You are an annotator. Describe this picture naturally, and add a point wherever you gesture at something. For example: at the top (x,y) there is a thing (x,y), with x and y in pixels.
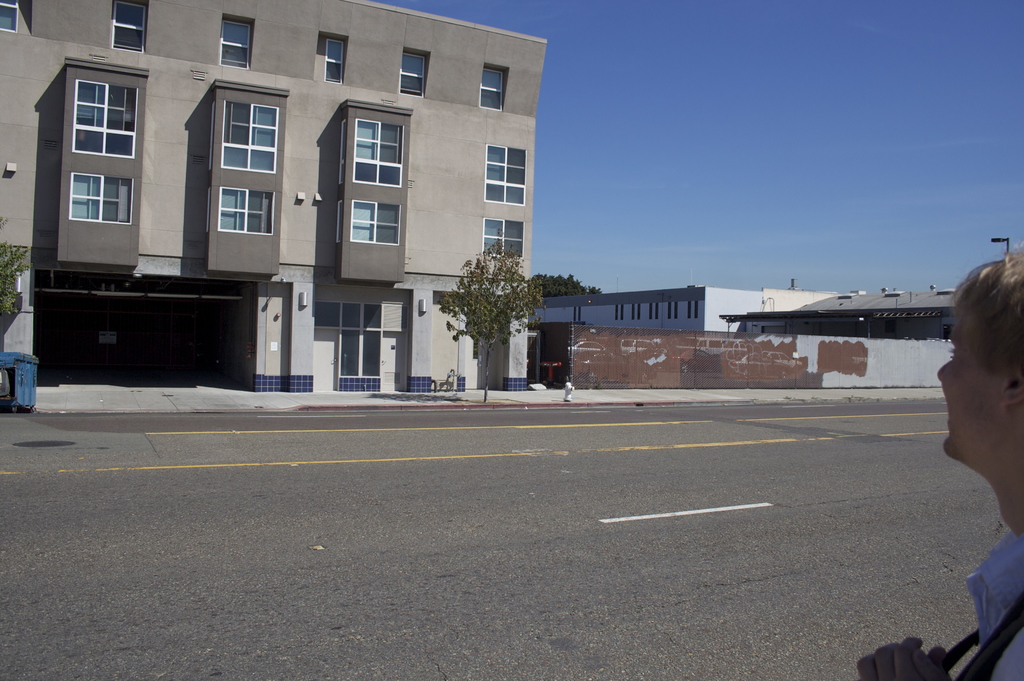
In the foreground (941,373) I can see a person (993,403) on the road (909,613). In the background (743,379) I can see buildings (515,340), windows (111,189), trees (506,331), fence (596,362), light pole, dumpster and the sky (687,189). This image is taken may be during a day.
